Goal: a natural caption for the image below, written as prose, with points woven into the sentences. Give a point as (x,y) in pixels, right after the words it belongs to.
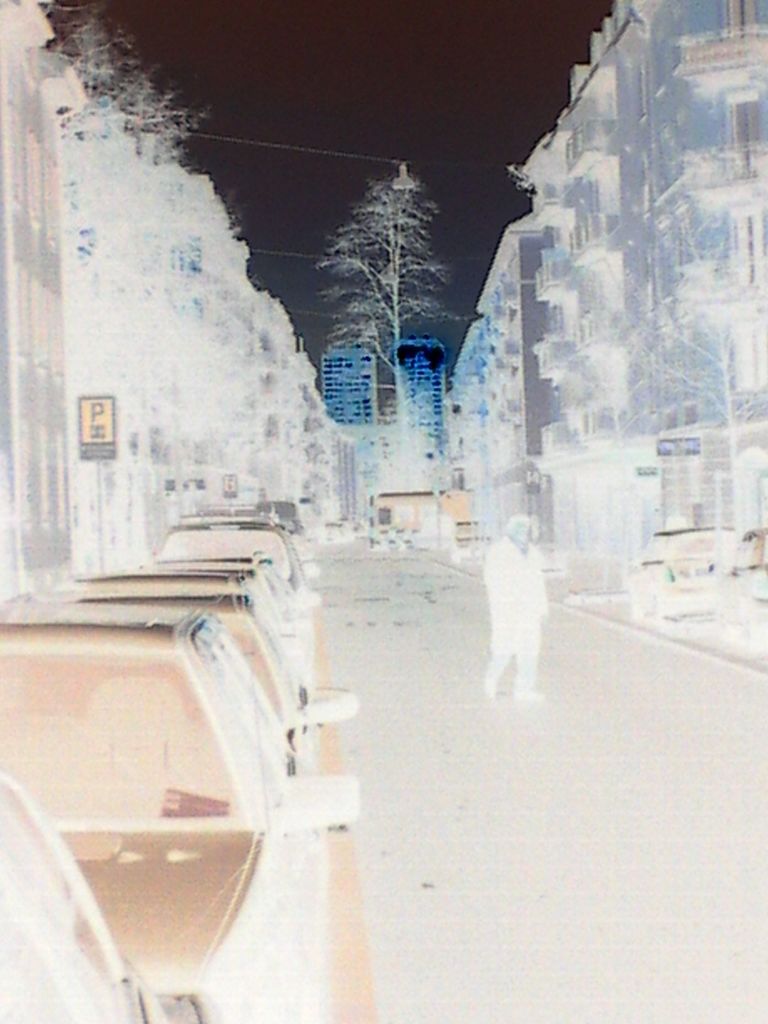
As we can see in the image there are buildings (614,507), trees (429,268), light (407,181), sky (488,93) and a person (533,618) walking in the front (541,624). The image is in inverted colours.
